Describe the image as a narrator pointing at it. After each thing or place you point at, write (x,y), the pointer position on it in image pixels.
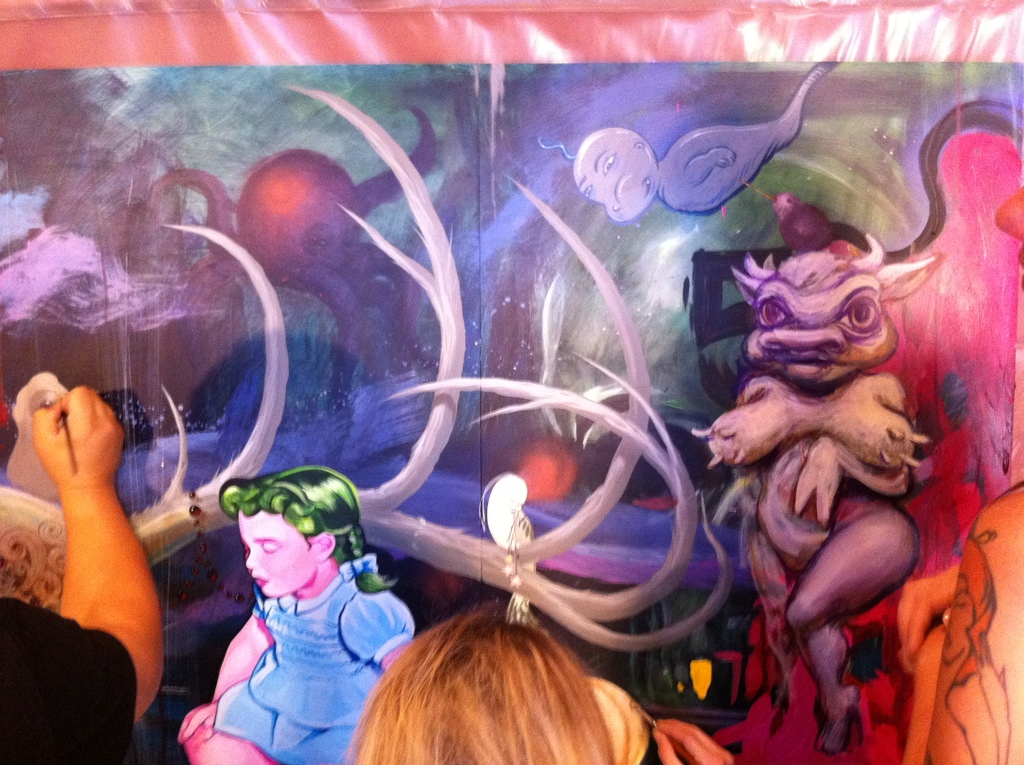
In this image there are two persons (128,697) Painting.
